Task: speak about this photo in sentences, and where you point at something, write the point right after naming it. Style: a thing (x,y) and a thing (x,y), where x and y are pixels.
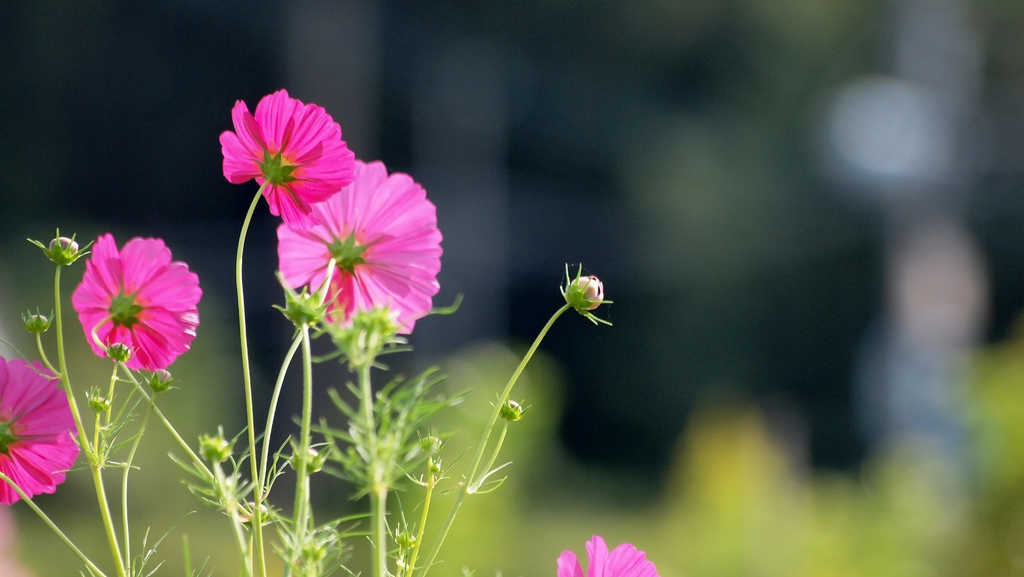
Here we can see pink flowers (355,217) and buds (70,248). Background (350,53) it is blur.
